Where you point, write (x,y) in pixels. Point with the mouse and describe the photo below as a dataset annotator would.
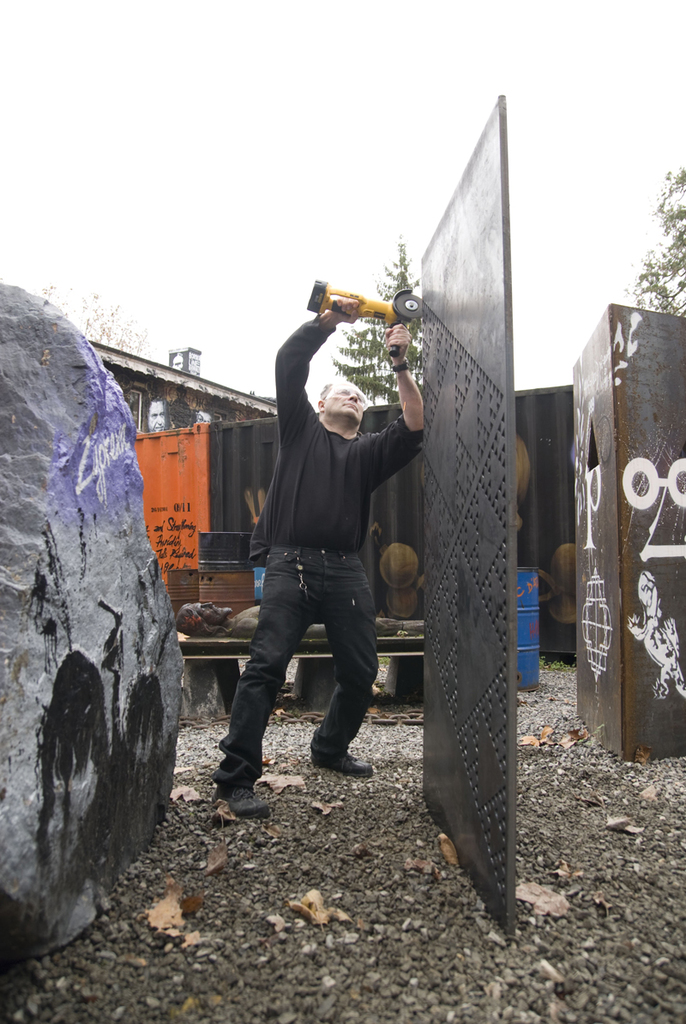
In this picture there is a person (350,544) wearing black dress (306,556) is standing and holding an object (363,303) in his hands (353,303) and there is a black color object (465,459) in front of him and there is a rock (101,597) in the left corner (31,702) and there are few containers (195,472) and some other objects (221,579) in the background (178,410).
